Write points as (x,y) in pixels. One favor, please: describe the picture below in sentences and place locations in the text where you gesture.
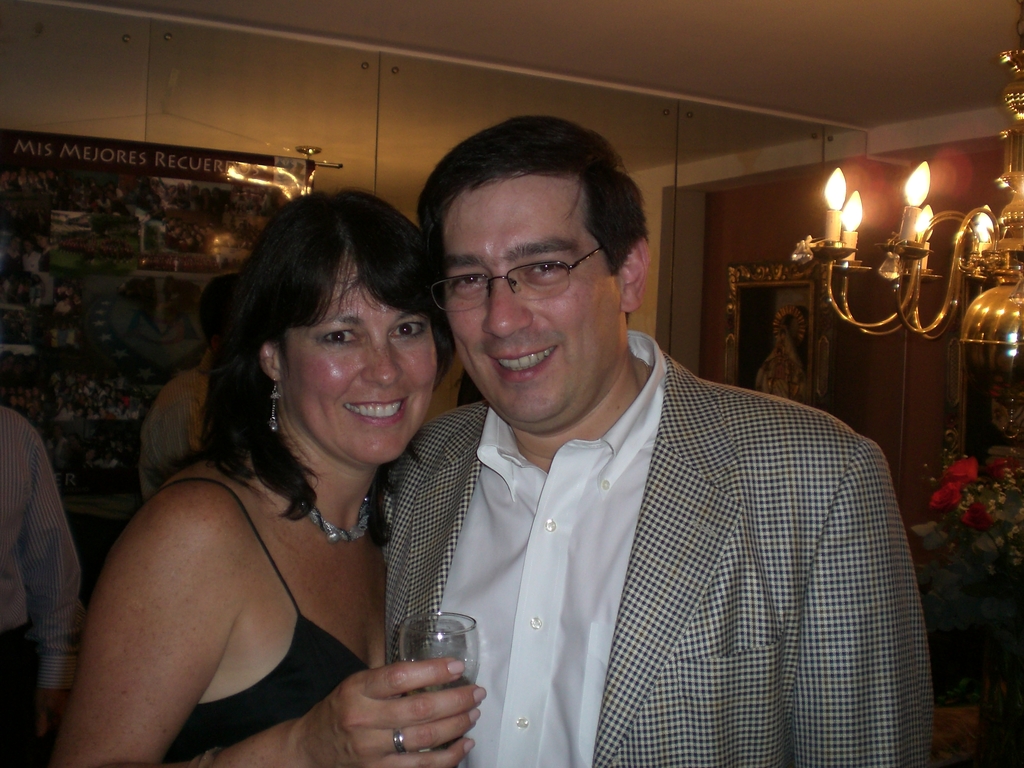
In this image on the right side (705,607) there is one man (546,371) who is standing and smiling and he is wearing spectacles (497,277). On the left side (232,573) there is one woman (266,458) who is standing and smiling and she is holding a glass (425,653). On the top (925,62) there is ceiling (670,46) and in the middle of the image (671,336) there is wall (221,118) and on the right side of the image (981,297) there is one chandelier (918,297) and on the wall (852,386) there is one photo frame (790,340) and on the bottom of the right corner (965,485) there is one plant (949,504) and flowers (950,486) are there and on the left side of the image (30,481) there are two persons (17,504) who are standing, beside that persons (165,390) there is one board (136,183).
